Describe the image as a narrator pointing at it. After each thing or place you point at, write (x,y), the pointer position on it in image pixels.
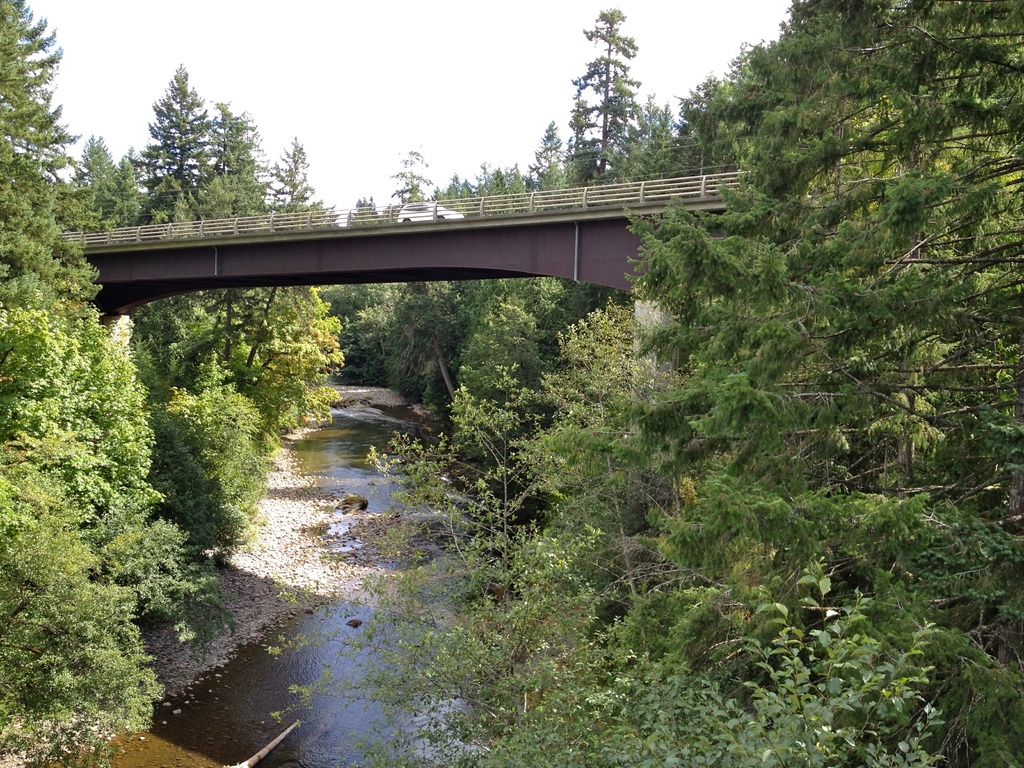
In this picture we can see trees (151,701), water (327,712) and a car (454,211) on the bridge (401,237) and in the background (454,32) we can see the sky (350,75).
